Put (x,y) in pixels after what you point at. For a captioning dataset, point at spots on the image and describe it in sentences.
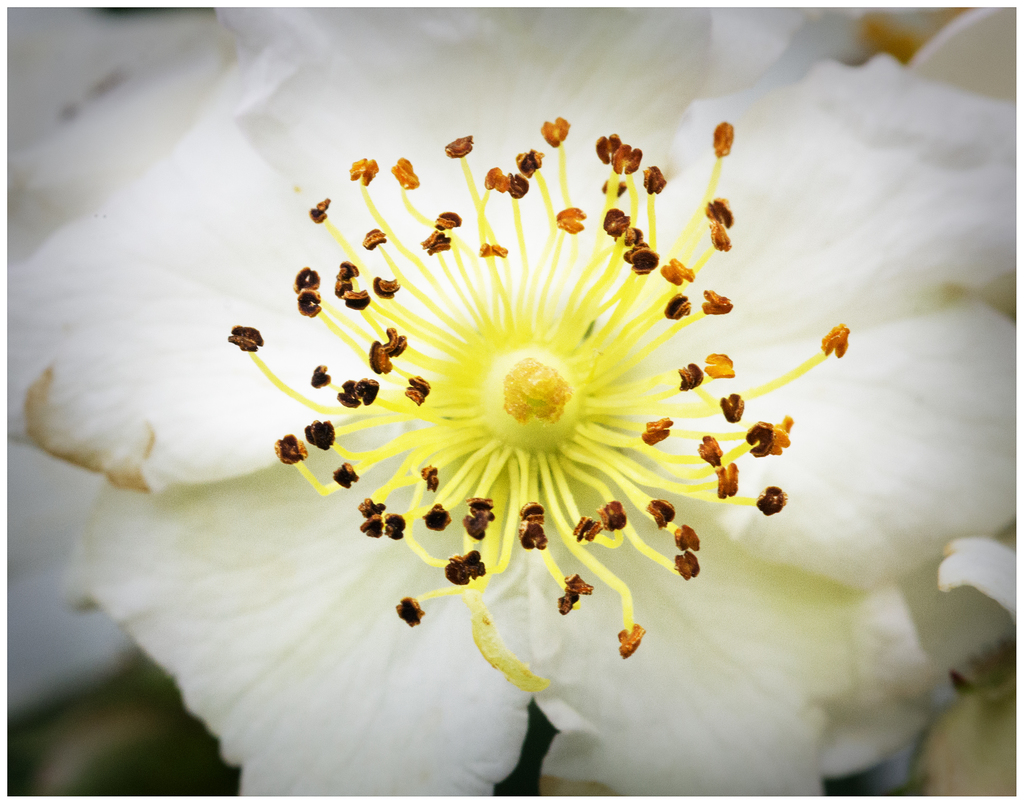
In this image there is a flower (638,237) in white color.
